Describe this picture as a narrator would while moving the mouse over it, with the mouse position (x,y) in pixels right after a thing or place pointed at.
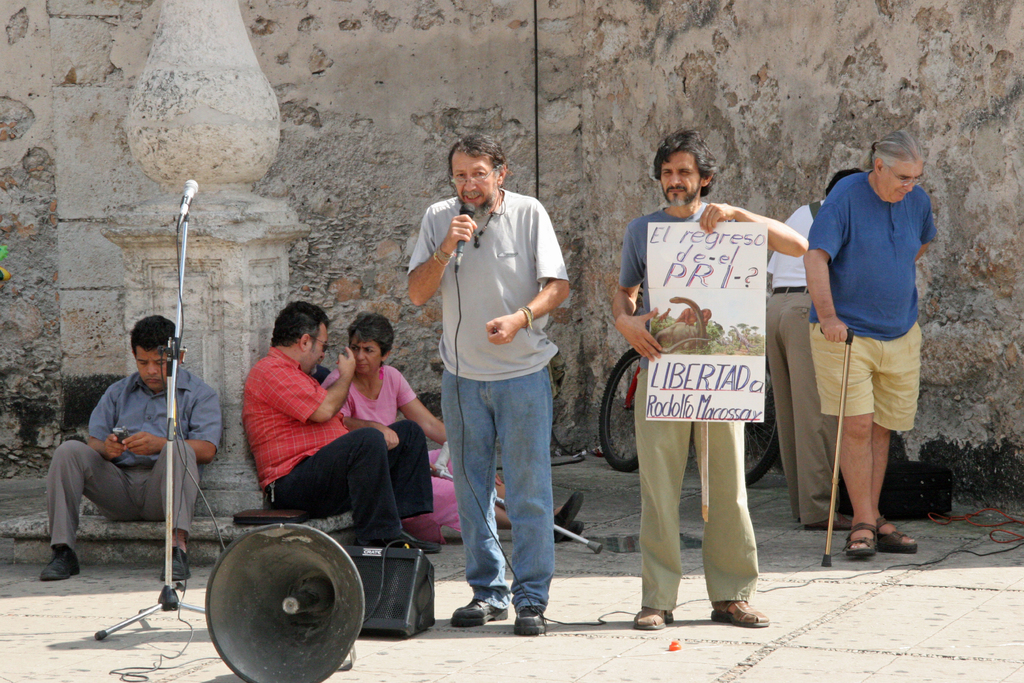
In this image I can see four persons (647,439) are standing, three persons (421,464) are sitting on a ledge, mike's (168,483), speakers (300,578), board (702,414) and a person (477,373) is holding a mike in hand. In the background (431,372) I can see a wall (592,313). This image is taken may be during a day.
